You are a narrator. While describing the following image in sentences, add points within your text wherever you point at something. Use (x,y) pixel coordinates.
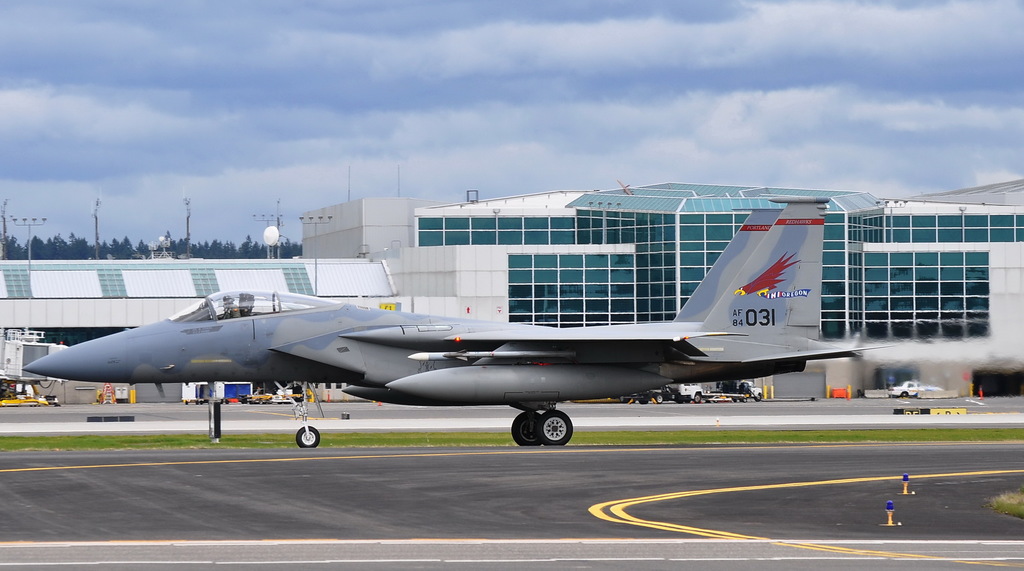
There is an airport (462,254) and in front of the airport (18,270) there is a flight (720,374) parked on the land (370,412) and behind the flight (446,385) there are many trucks (670,401) and other vehicles (720,393). Behind them there is a compartment (92,262) and in the background (63,240) there are many trees (77,250) and poles (187,239).
